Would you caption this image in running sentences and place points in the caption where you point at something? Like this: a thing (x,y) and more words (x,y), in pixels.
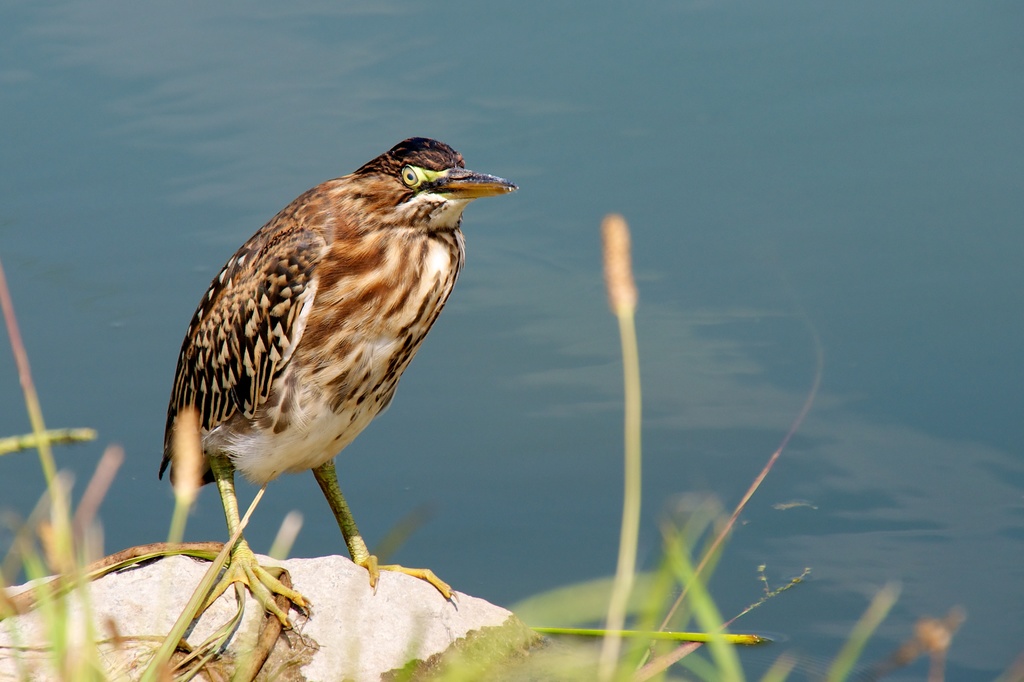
In this picture we can see a bird (333,437) on the rock (324,641). Behind the bird (316,276), there is water (884,150). At the bottom of the image (216,564), there is grass (547,671).
